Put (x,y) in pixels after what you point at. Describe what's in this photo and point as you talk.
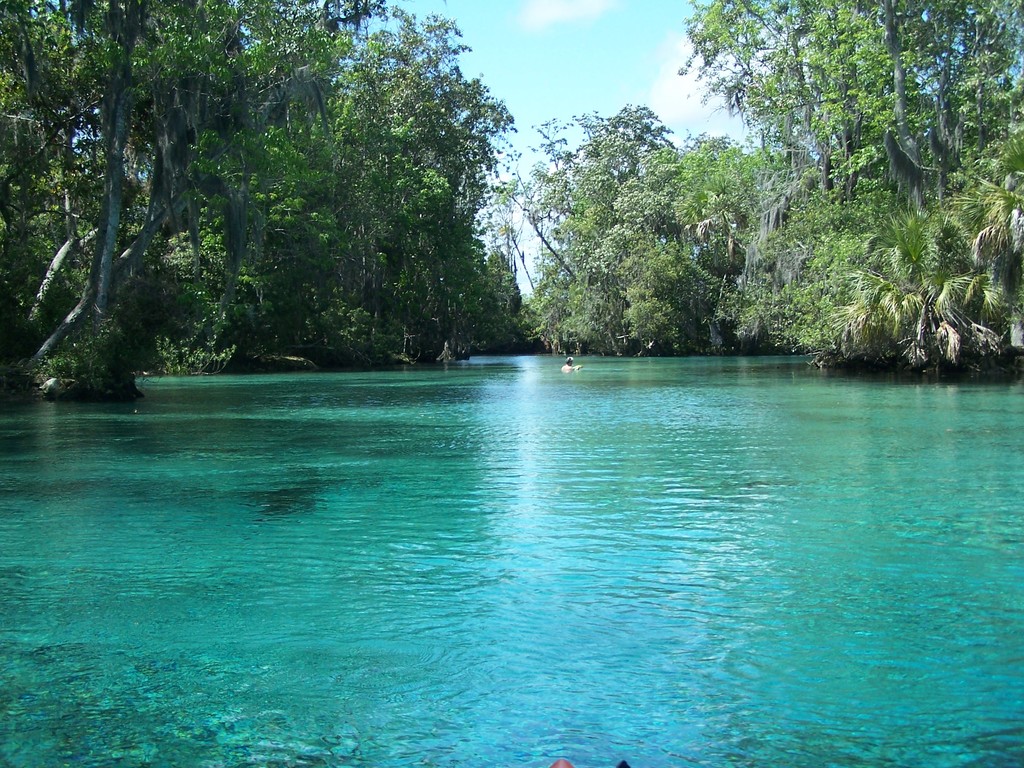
In the center of the image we can see a person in the water (220,447). In the background of the image (557,391) we can see the trees (582,308) and water (114,493). At the top of the image (594,83) we can see the sky (469,17).
